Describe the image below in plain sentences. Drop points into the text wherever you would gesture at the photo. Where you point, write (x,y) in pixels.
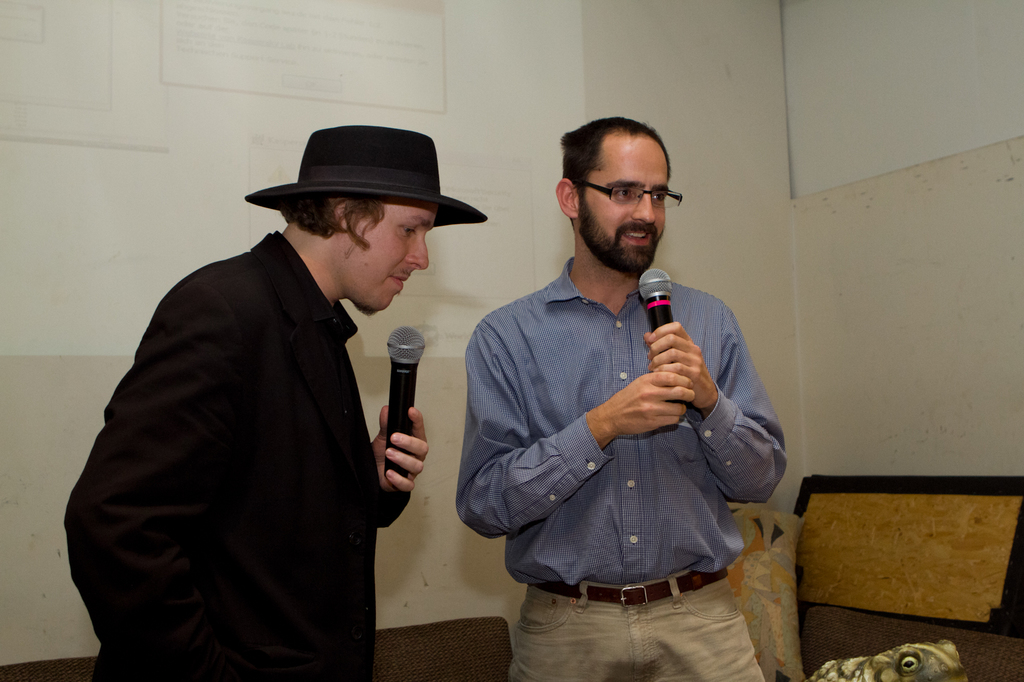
In this picture we can see two men (515,392) where both are holding mics (653,313) in their hands (663,352) and here person (633,247) is talking and in background (572,236) we can see wall (793,278), frog (954,681).
